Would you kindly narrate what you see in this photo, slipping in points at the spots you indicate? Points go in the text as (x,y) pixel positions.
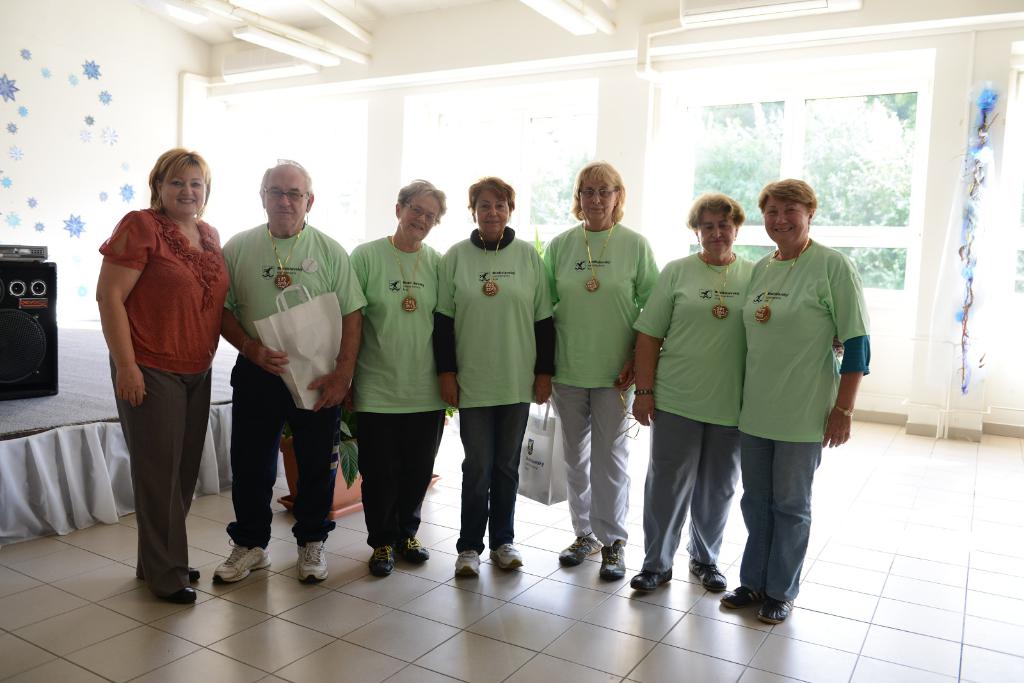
Here in this picture we can see a group of people (759,386) standing on the floor (919,475) and all of them are smiling and we can see two people (342,349) are holding carry bags (290,339) with them and on the left side (47,371) we can see a speaker (56,384) present on the stage (59,396) and behind them we can see glass doors (450,126) present, through which we can see plants (763,253) and trees (555,179) present.
